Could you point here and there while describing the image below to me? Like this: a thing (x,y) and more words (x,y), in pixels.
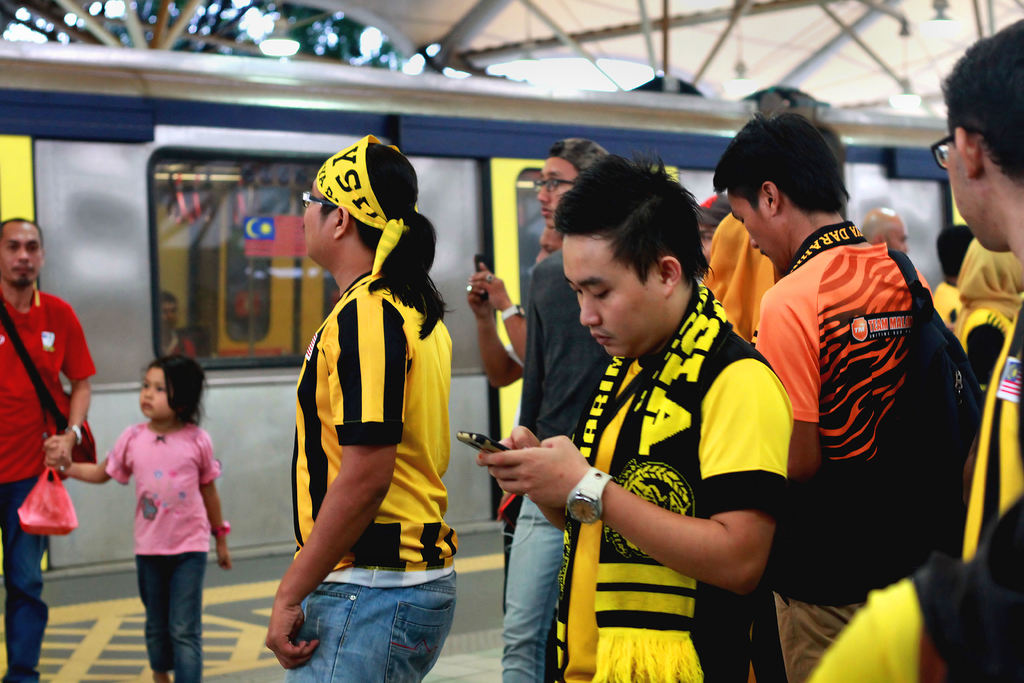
This image consists of many people (294,491) standing. In the background (446,156), there is a train (446,156). It looks like a railway station (409,473). At the bottom (216,644), there is a platform (216,658). At the top (505,5), there is a shed (474,39).
